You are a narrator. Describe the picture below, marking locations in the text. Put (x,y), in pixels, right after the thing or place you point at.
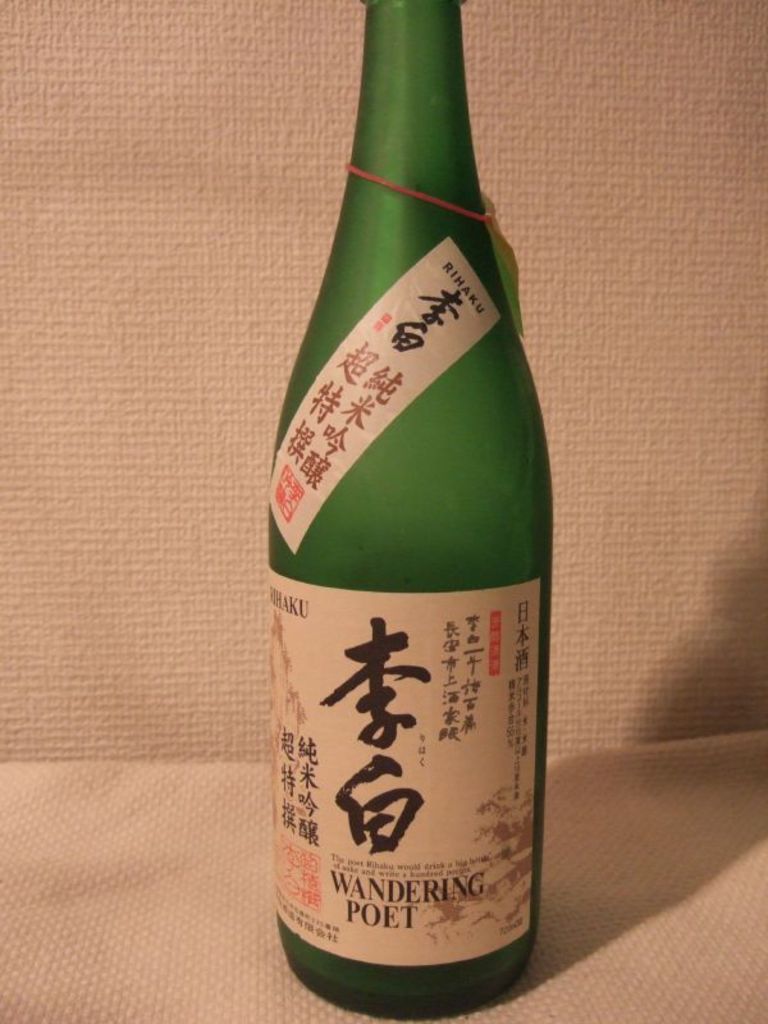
In this image, we can see a green bottle (442,530) with stickers (360,723) and tag (508,247) is placed on the white surface (732,983). Background (10,701) we can see white color.
